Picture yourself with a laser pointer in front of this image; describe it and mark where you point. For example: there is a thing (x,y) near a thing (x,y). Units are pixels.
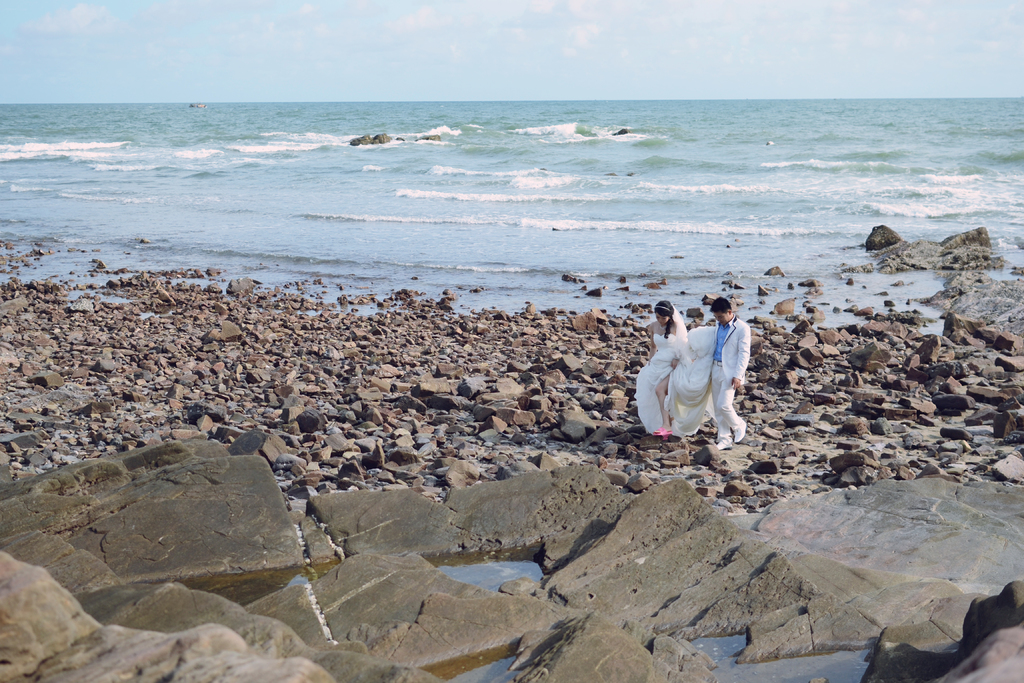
In this image we can see two persons (666,387) standing on the rocks (699,438). One man (720,443) is wearing a white dress (726,349). In the background (95,377) we can see group of rocks (344,382), water (414,187) and sky (718,56).
